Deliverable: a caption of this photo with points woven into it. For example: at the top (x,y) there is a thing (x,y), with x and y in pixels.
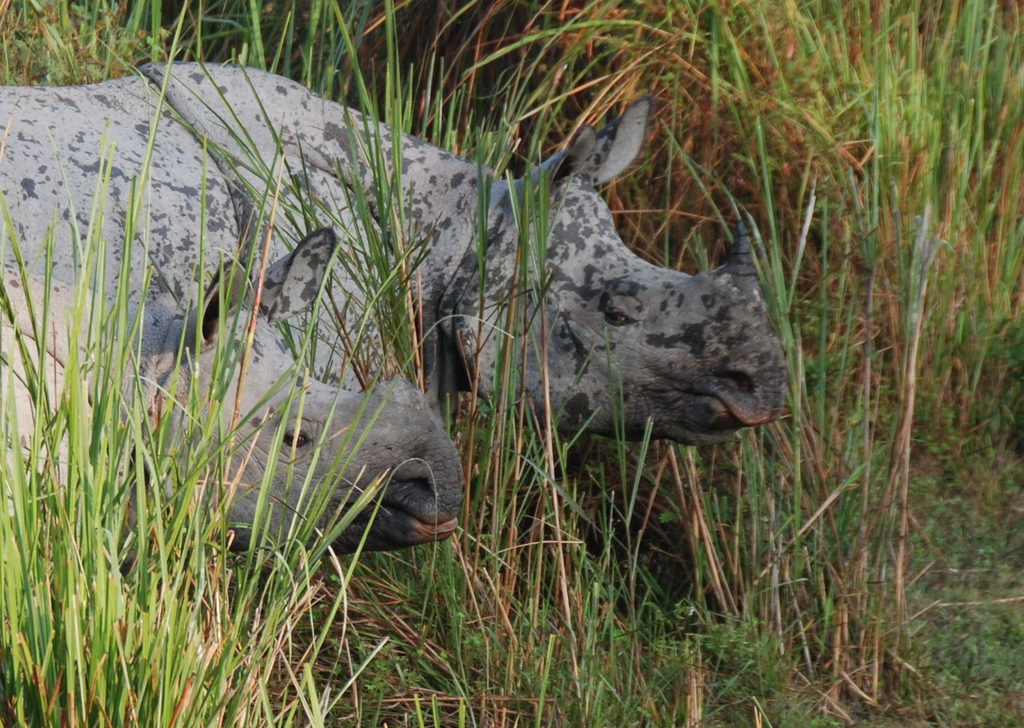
In the image we can see there are two rhinoceros (458,215) standing on the ground (909,567) and there are plants (891,651) and grass (891,651) on the ground (952,609).
